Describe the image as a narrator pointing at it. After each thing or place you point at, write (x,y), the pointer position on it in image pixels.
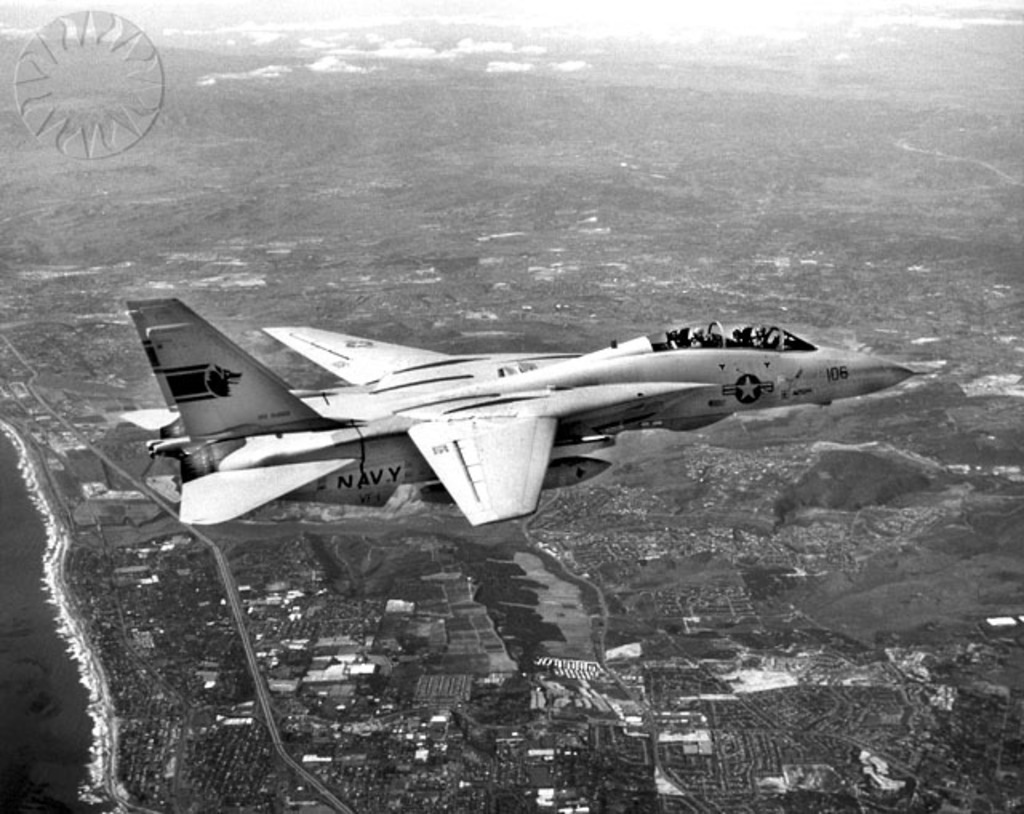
In this image we can see an aircraft (398,429) in the sky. There is some text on the aircraft (522,465). We can see few people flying in the aircraft (513,477). There are many trees (389,549) in the image. There is a watermark (97,80) at the top left most of the image (97,80). There are many buildings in the image. There are many hills (838,211) in the image. There is a sea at the left bottom most of the image (3,596).
